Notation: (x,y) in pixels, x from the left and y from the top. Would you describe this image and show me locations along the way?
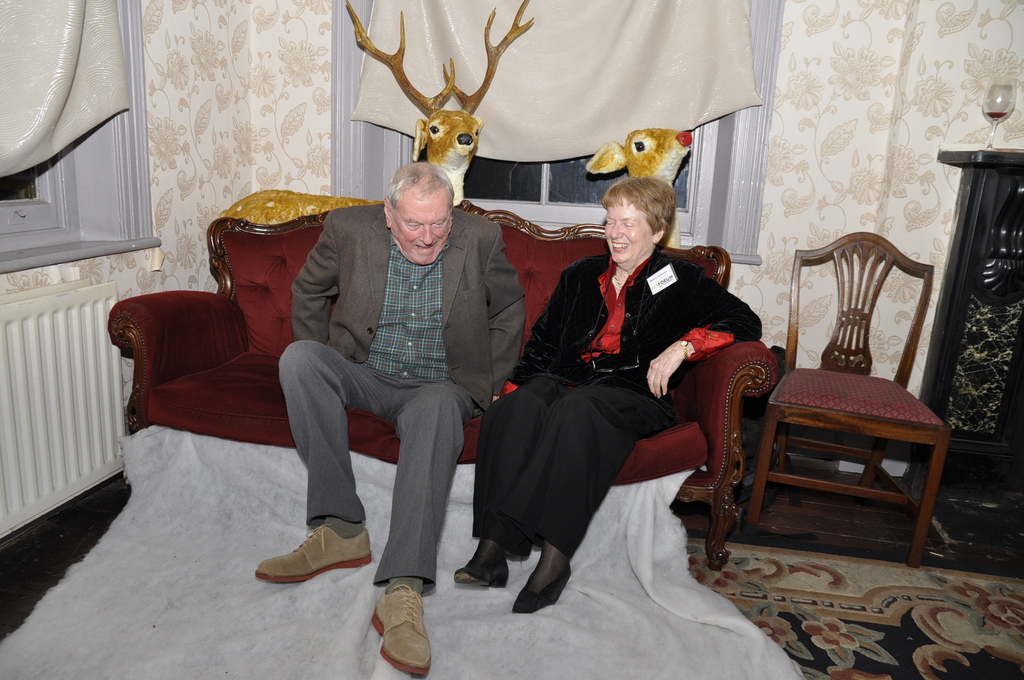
On the background (494,41) we can see a decorative wall (850,135), window (397,99) with curtains (534,78). Here we can see doll deers (601,161). We can see two persons (547,337) sitting on a red colour sofa (737,401) and they hold a smile on their faces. Beside to them there is an empty chair (790,404). This is a floor carpet (844,639). Here we can see a glass of drink (995,125) on a table (978,342).
